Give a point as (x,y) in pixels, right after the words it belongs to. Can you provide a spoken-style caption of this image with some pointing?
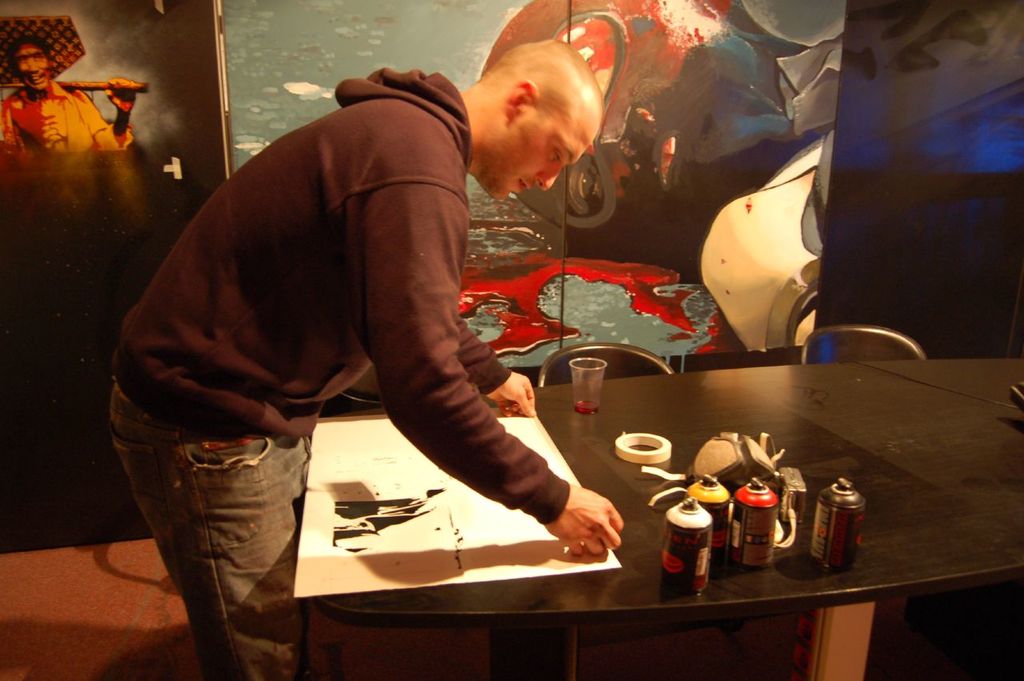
In this image there is one person (326,258) standing and he is doing something, and in front of him there is a table (793,443). On the table (807,522) there are some containers (828,506), tape (668,457), glass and some object (694,460). And in the background (524,270) there are some boards (66,158) and on the boards (657,98) there is art (857,88), and at the bottom (89,582) there is floor (93,602).
